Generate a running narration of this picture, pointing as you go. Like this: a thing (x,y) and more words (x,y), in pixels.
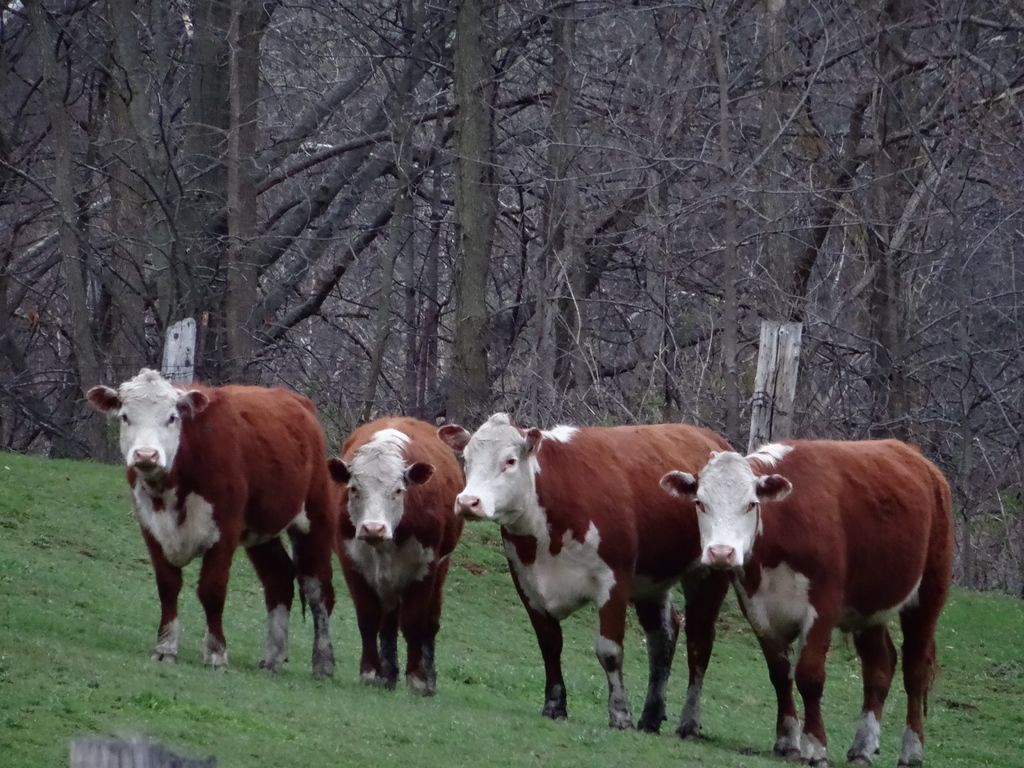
In this picture I can observe four cows (347,503) which are in brown and white color. They are standing on the ground (240,675). In the background (455,229) I can observe trees (515,252).
